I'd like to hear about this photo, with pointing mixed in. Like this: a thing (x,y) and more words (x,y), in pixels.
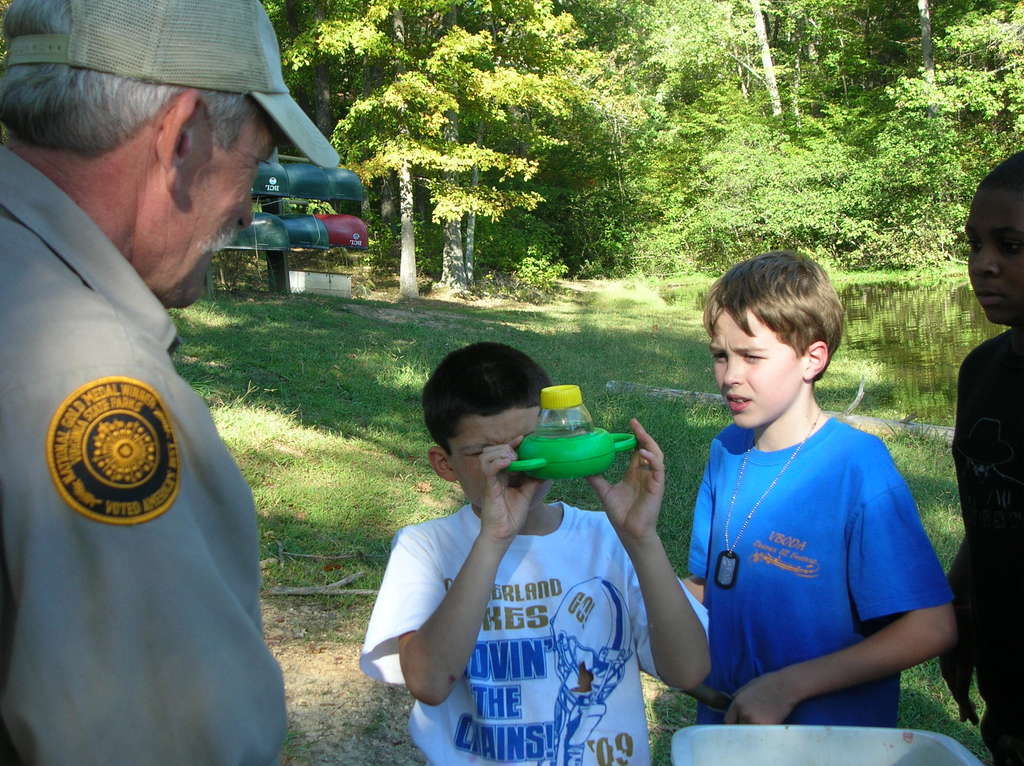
In this image, there are a few people (1021,452). We can see the ground (365,504) covered with grass (623,419). There are a few trees (601,108) and plants (865,232). We can also see some water (933,308) and the reflection of trees (905,341) is seen in the water (915,309). We can see a pole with some objects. We can also see an object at the bottom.
